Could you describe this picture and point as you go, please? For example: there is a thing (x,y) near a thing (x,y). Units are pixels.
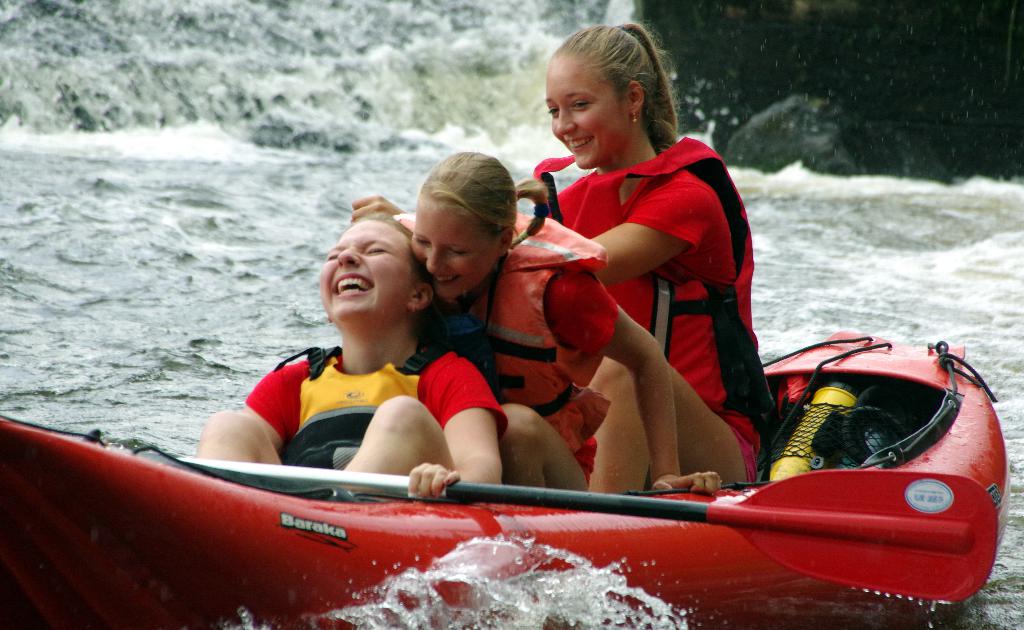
In this picture there are girls (680,358) in the center of the image (476,276), in a boat (78,550) and there is water (101,260) around the area of the image.
